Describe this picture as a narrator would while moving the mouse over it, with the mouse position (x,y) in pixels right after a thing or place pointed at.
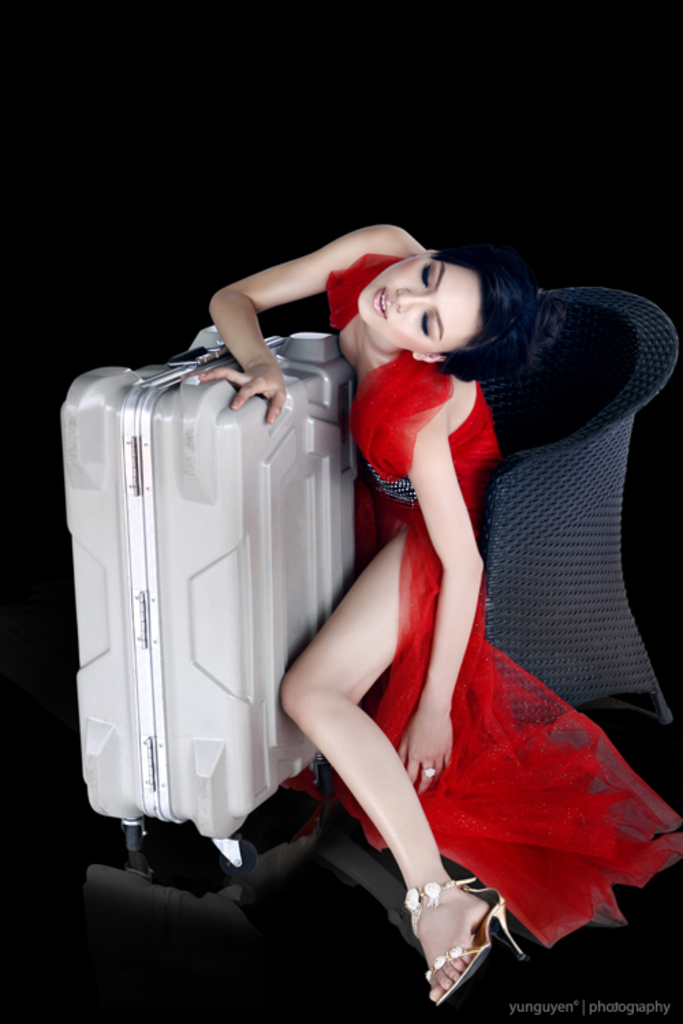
In the center (434,444) we can see one lady (413,407) sitting and holding trolley (217,542).
